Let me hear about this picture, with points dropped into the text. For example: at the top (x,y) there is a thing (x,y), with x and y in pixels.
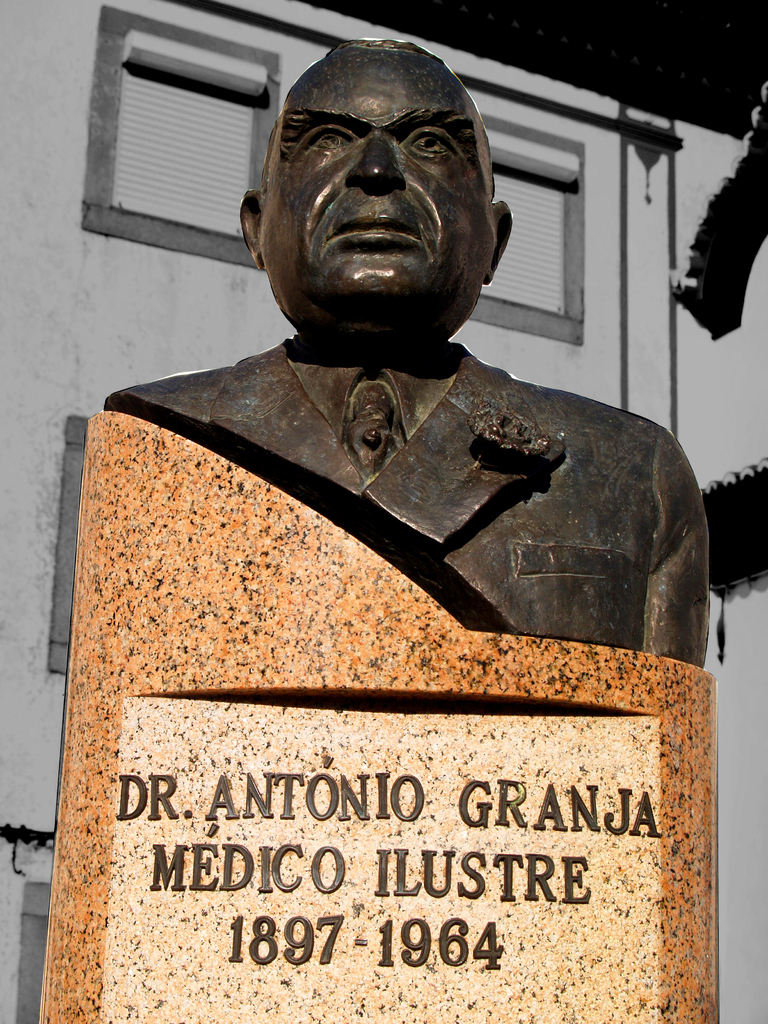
In this image we can see a statue (380,462) on a pedestal (432,667) and we can see something is written on the pedestal (530,846). In the background (16,558) we can see a building (753,924).
